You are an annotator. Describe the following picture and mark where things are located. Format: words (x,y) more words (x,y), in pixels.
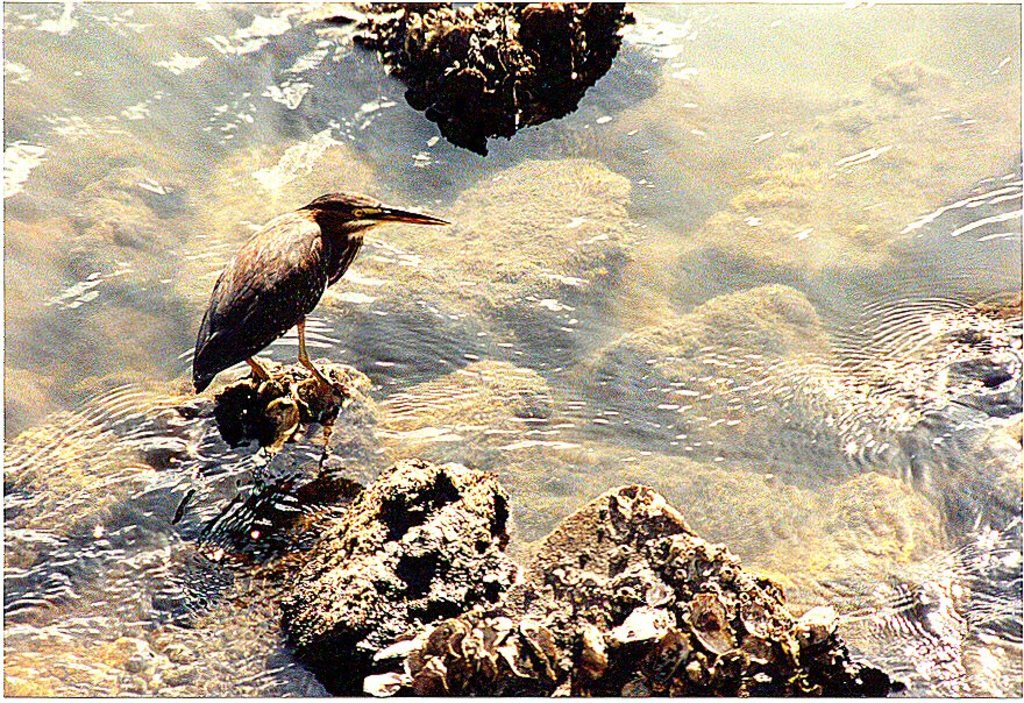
In this picture we can see a bird (306,361) standing on a rock (299,392) and beside this bird (369,211) we can see water (556,371) and rocks (556,624).
